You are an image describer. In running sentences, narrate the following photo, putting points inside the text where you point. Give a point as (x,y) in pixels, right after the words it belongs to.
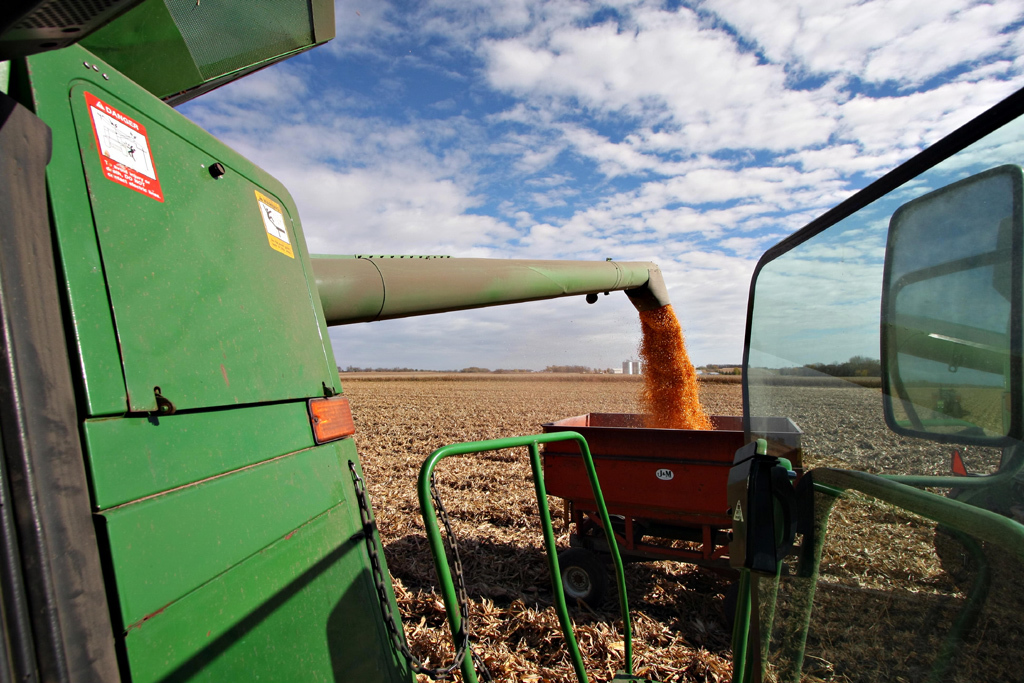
In this picture we can see a machine (461,637) and a trolley (556,461). There is a dry grass (551,381) on the ground (403,586) from left to right. We can see a few trees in the background (585,370).
